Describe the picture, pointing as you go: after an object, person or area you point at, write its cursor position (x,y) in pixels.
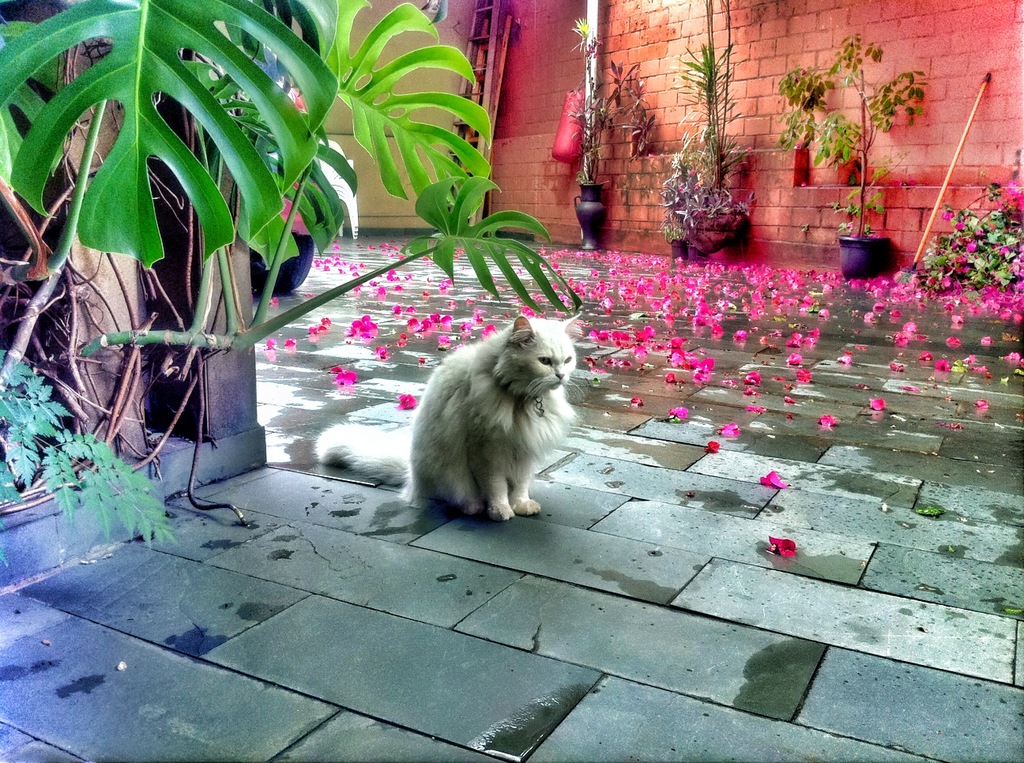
In this picture there is a white color cat (504,431) sitting and there are few pink color flowers (667,348) beside it and there are few plants (80,198) in the left corner (39,280) and there are few plants (706,197) and a brick wall (680,82) in the background (673,129).
